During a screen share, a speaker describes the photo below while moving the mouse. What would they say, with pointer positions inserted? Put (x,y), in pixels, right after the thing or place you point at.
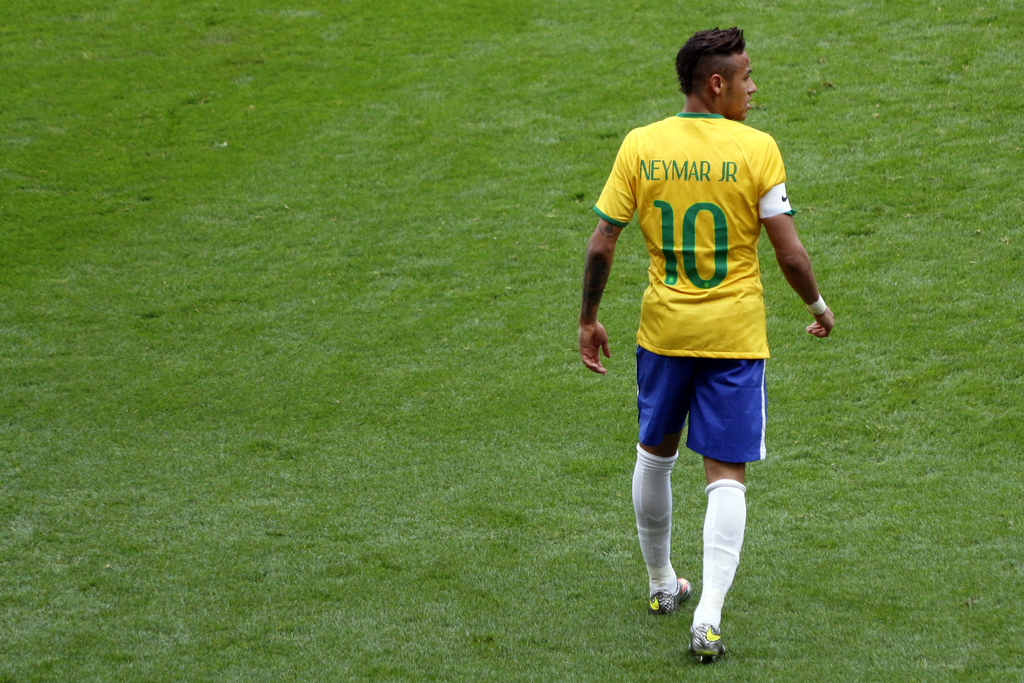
Towards right (733,450) we can see a person (714,295) in a t-shirt (723,325) walking in the ground (254,278). In this picture we can see grass (344,138) everywhere. On the t-shirt (670,246) we can see number ten (685,215) and neymar jr (696,173) written on it.
